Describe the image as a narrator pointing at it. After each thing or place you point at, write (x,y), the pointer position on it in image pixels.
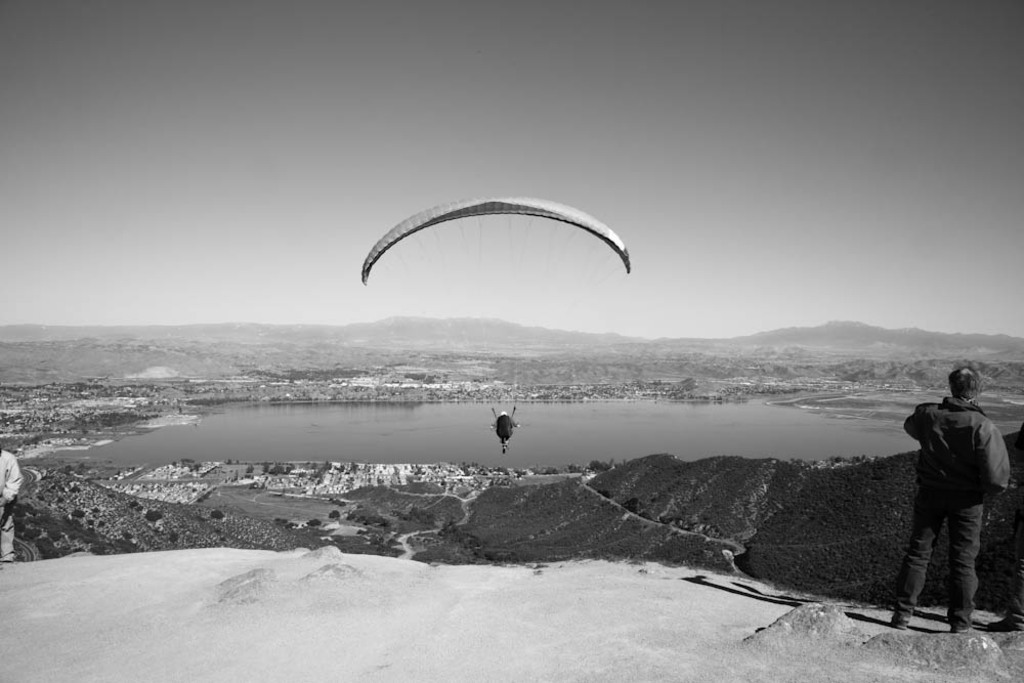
This is a black and white pic. On the right side (910,573) two persons (925,528) are standing on the ground (257,625). On the left side (5,485) a person (14,502) is standing on the ground (160,639). In the background (409,382) we can see a person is paragliding in the air (225,202), trees (209,513), water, buildings (373,473) and sky (450,124).
